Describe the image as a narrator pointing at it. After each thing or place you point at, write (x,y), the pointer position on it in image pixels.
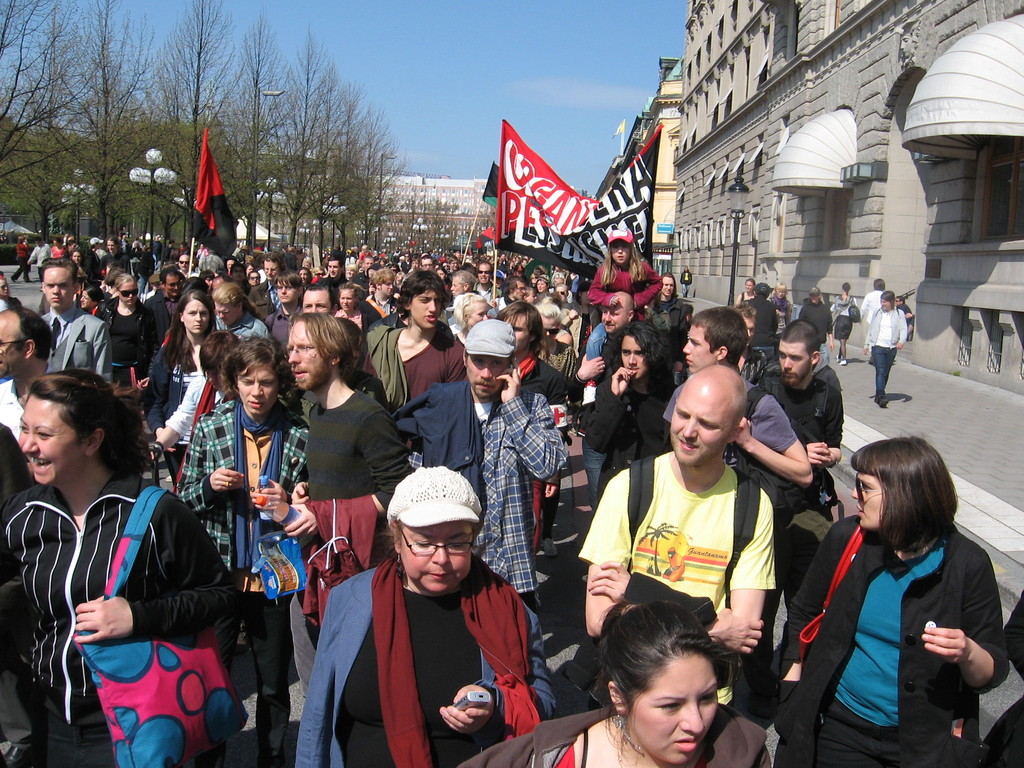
This picture is clicked in the city (330,351). Here, we see many people (455,441) walking on the road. The people (496,303) in the background (559,244) are holding a banner (584,273) which is in red and black color. We see some text (598,240) written on that banner (569,195). Beside them, we see people (827,315) walking in the sideways (963,418) and beside them, there are buildings (869,121). There are many buildings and trees (123,138) in the background (198,167). We even see street lights (151,181) and a flag (200,190) in red color. At the top of the picture (450,87), we see the sky (569,166).
